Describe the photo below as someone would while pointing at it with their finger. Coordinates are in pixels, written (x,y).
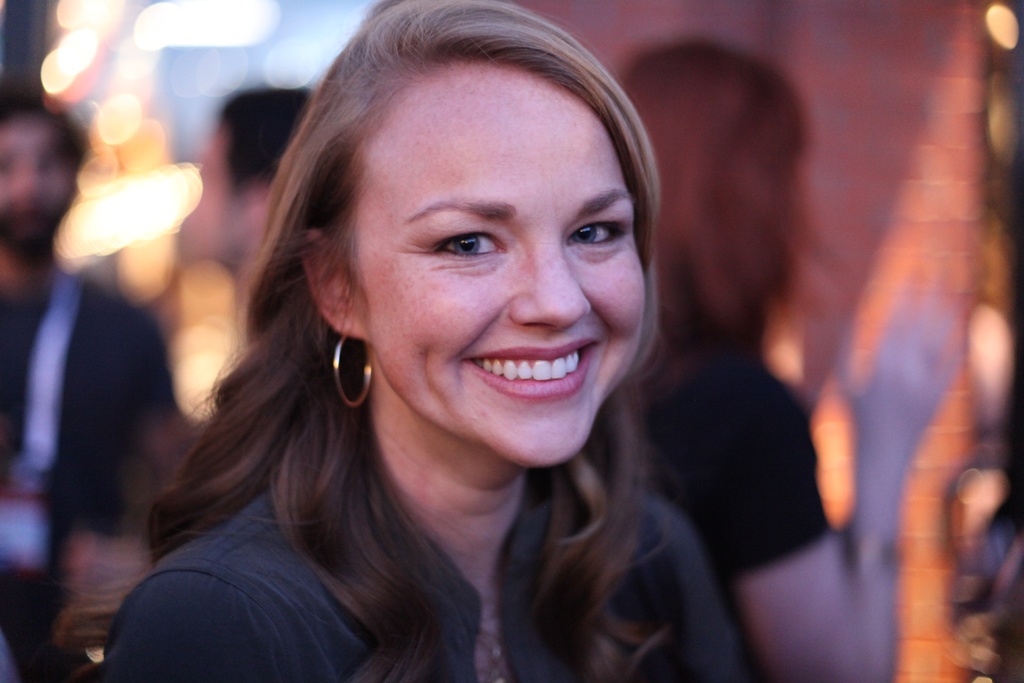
This picture describes about group of people (662,477), in the middle of the image (595,297) we can see a woman (449,298), she is smiling, in the background (139,257) we can find few lights (122,242).
